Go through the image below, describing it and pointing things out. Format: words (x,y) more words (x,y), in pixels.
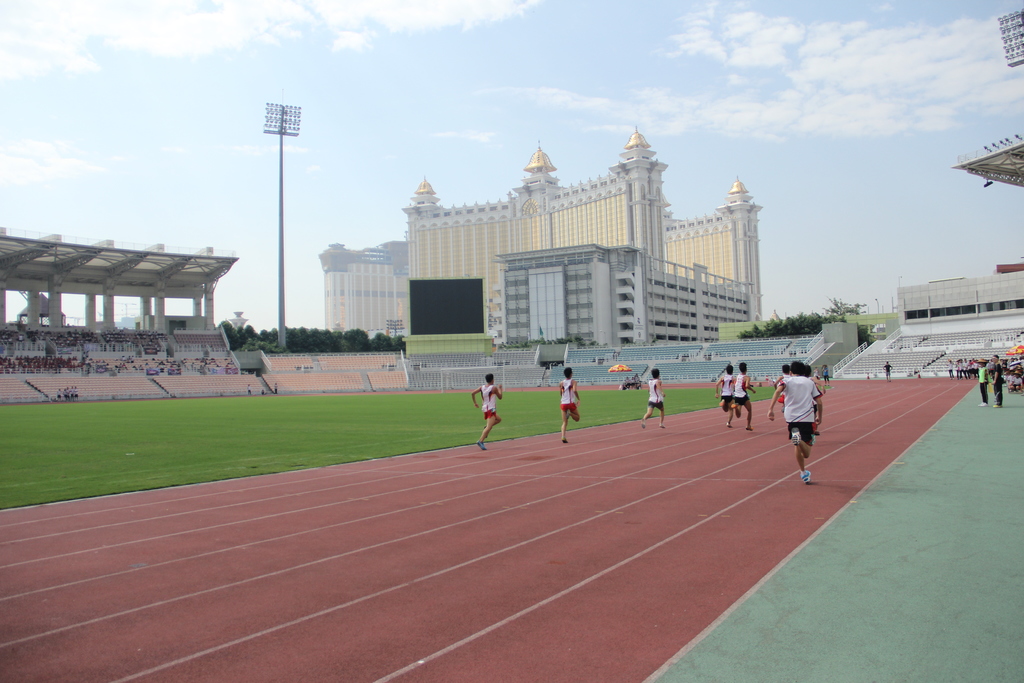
In this picture I can see there are some people (804,438) running in a race in the playground (535,506) and there are some people (1010,387) standing on the right side (992,362) and there are audience (192,365) sitting in the backdrop (253,340) there is a building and there are trees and the sky (831,291) is clear.
